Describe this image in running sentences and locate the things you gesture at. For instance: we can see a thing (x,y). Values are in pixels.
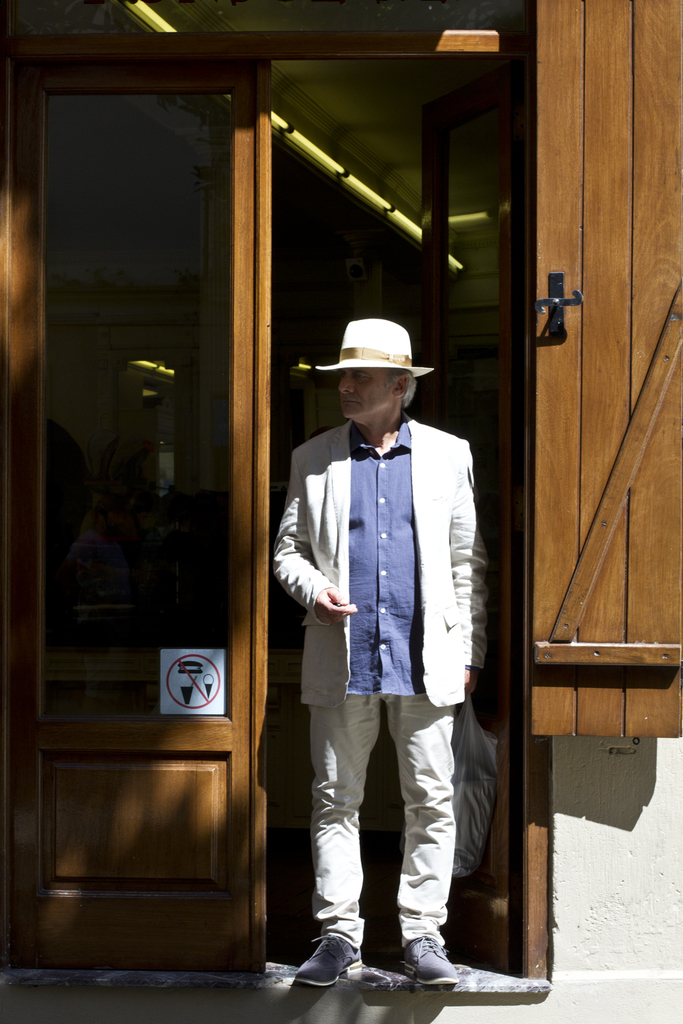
In this picture there is a person (418,571) wearing white suit (283,570) is standing and holding a carry bag (480,790) in his hands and there is a door (533,656) on either sides of him and there are some other objects (453,273) in the background (359,261).
